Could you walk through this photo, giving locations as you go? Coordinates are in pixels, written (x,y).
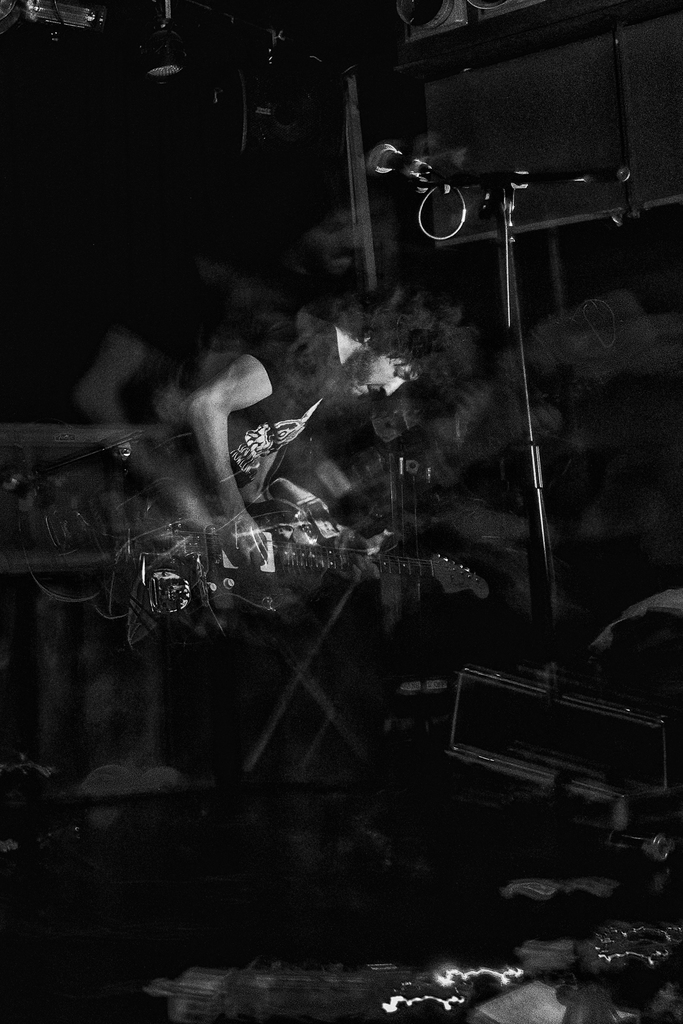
In the picture I can see a man (279,418) wearing a black color T-shirt (258,430) and he is playing the guitar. I can see the microphone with stand (528,395) on the floor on the right side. I can see the decorative lighting arrangement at the top of the picture (98,20).
